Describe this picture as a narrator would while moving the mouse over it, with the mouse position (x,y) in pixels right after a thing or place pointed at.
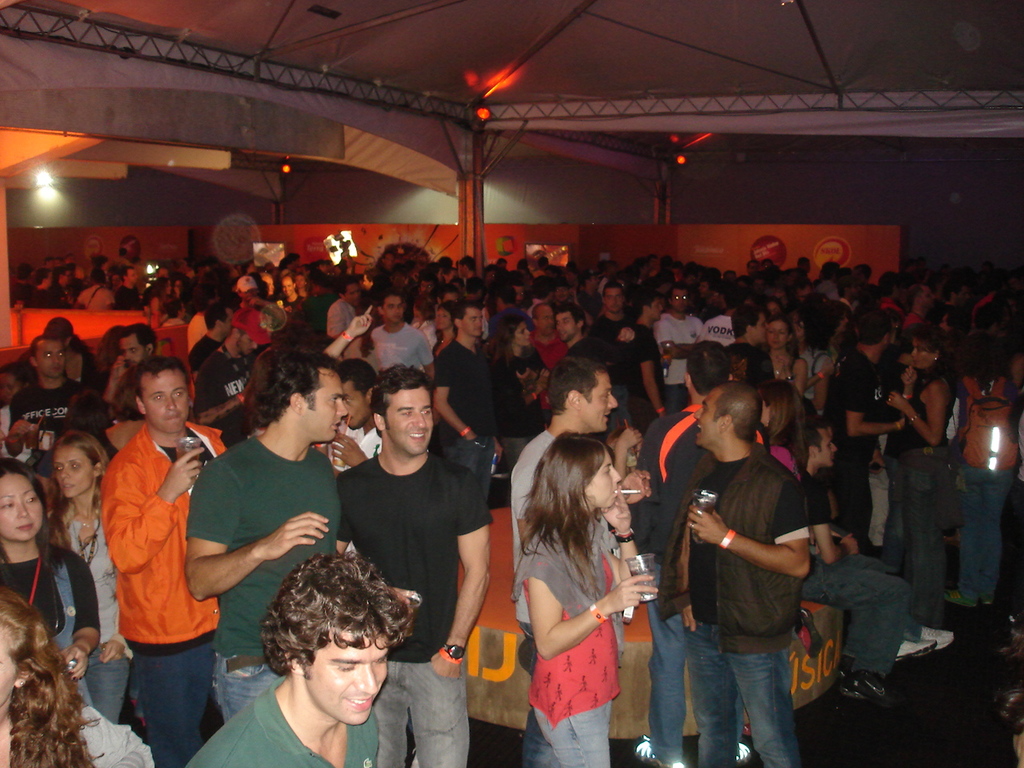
In this picture there are group of people (507,381) standing. In the foreground (566,685) there is a woman (570,504) standing and holding the glass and she is smoking. At the back (592,241) there is a board (765,255). At the top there are lights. At the bottom (910,702) there is a floor (906,706) and there is a sofa (644,671).
